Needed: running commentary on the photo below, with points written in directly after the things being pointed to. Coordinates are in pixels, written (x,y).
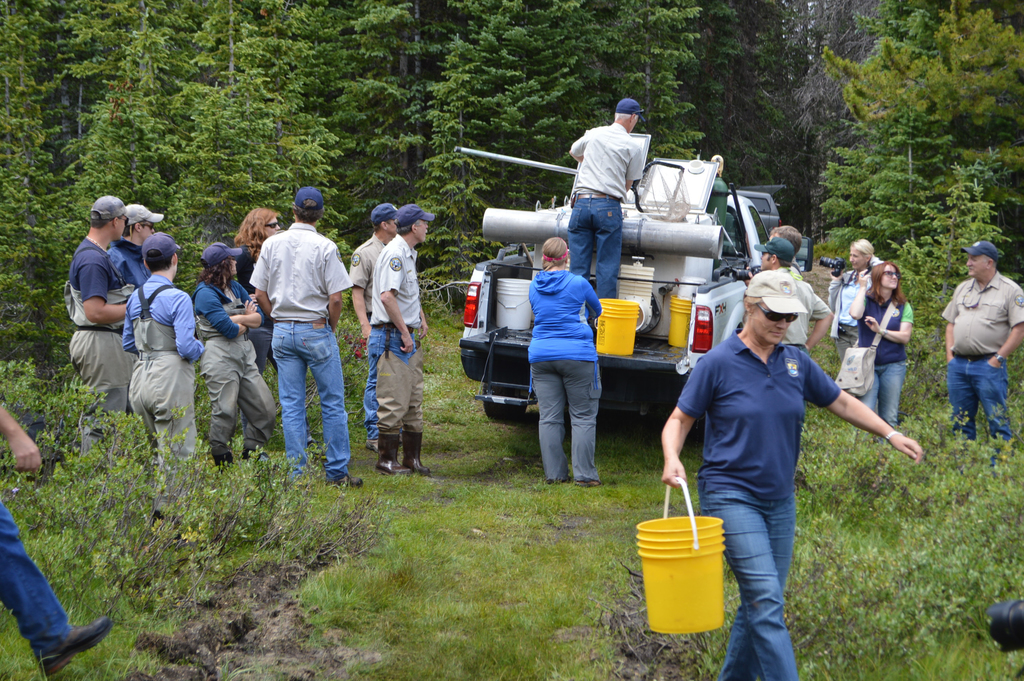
In this picture I can see a person (716,454) standing and holding a basket (660,612), there are group of people (974,411) standing, there are buckets (681,340) on the vehicle (468,339), and in the background (534,101) there are trees (445,101).
